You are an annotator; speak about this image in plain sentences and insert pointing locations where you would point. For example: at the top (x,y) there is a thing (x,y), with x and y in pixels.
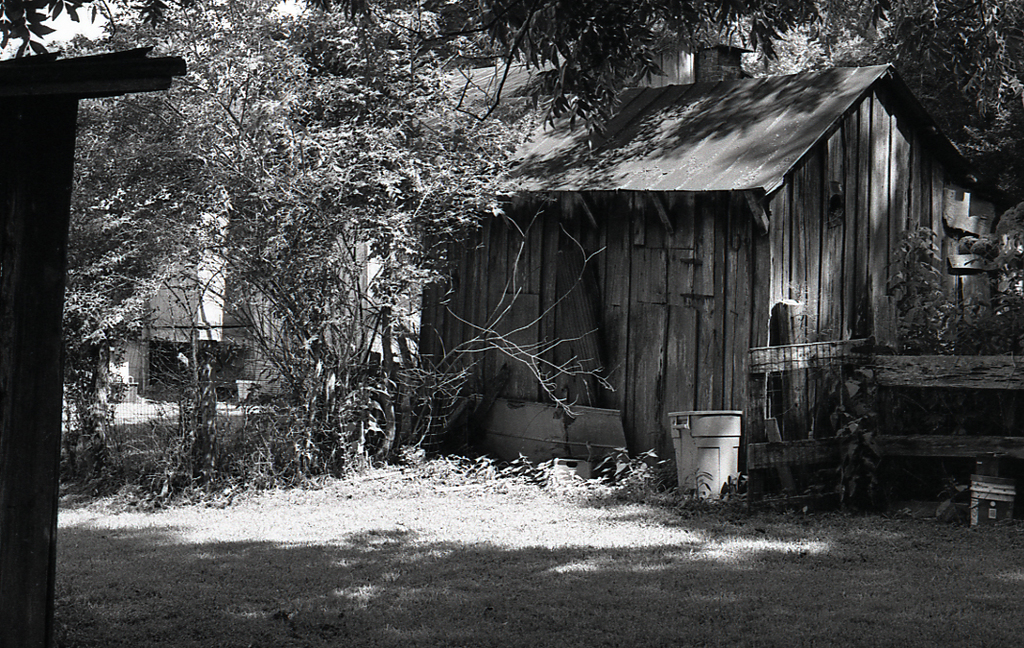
In this picture we can observe a wooden house (699,334) and a trash bin (715,449). There is a wooden railing (873,373) here. We can observe some trees (390,137) in this picture.
